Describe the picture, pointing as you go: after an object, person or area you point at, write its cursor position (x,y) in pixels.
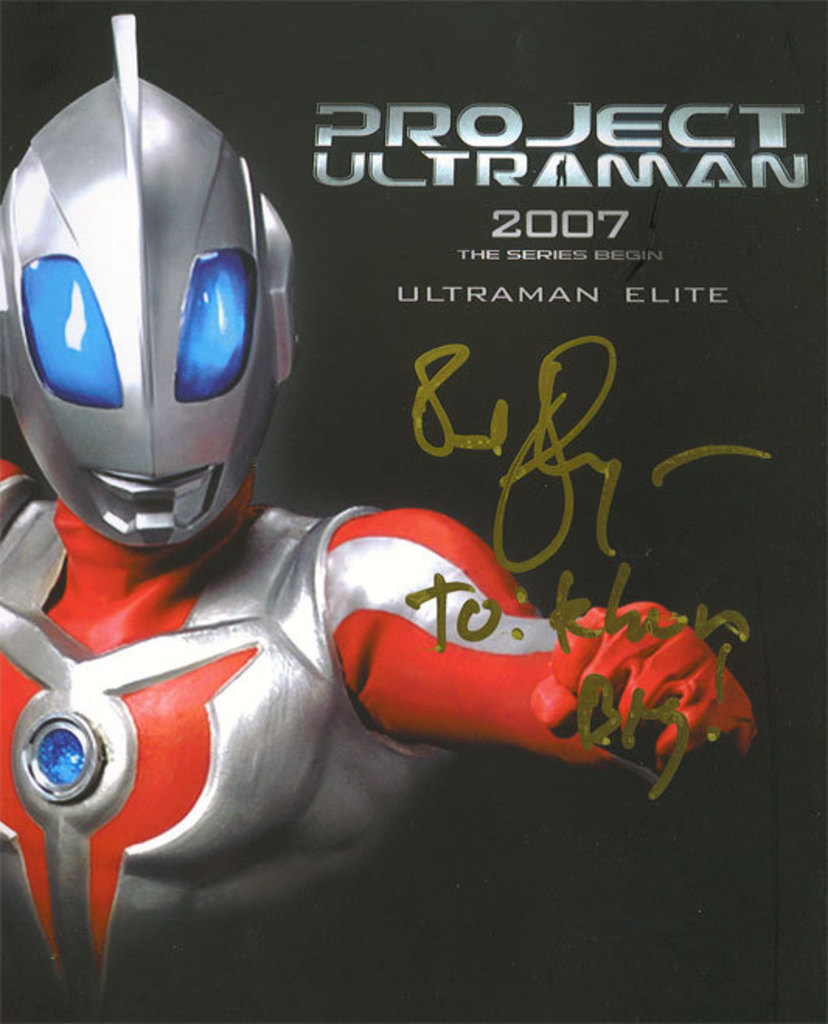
This is a poster (112,549). On the left side (189,477) there is a robot (214,628). On the right (653,257) there is some text (319,158). The background (294,27) is black.
